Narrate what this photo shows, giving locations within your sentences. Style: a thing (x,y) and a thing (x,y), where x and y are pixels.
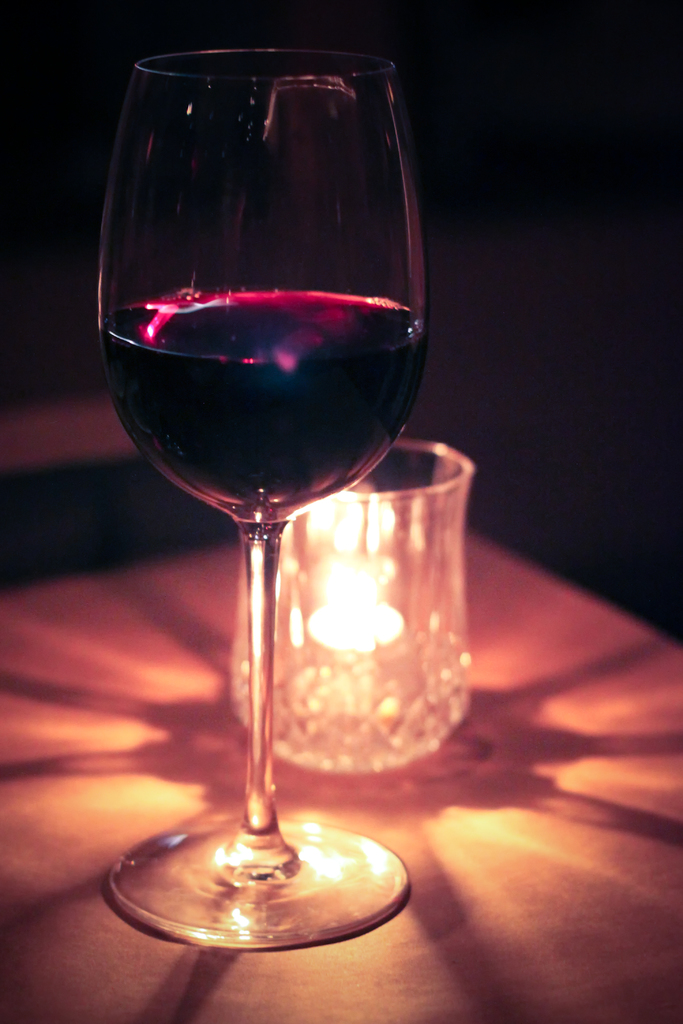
In this image we can see beverage (214,315) in the wine glass (274,788) and candle (377,636) in the candle holder (379,691) placed on the table (552,837).
